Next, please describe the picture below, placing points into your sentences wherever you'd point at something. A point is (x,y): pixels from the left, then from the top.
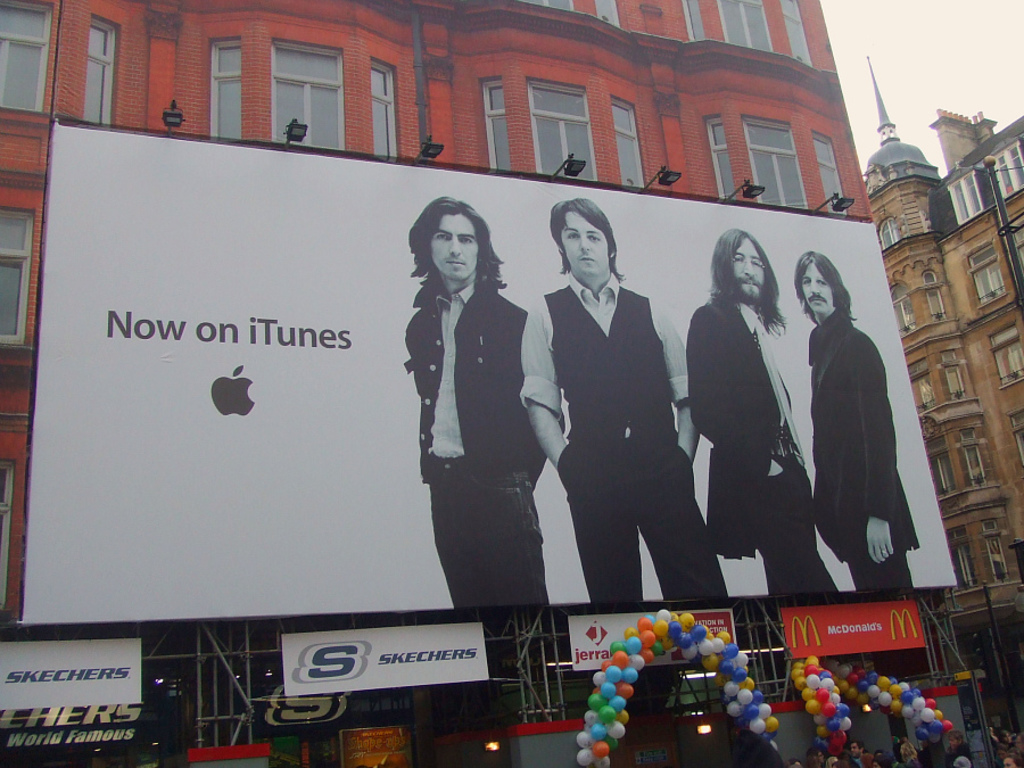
There is a building (396,94) with windows (570,111). In front of the building (584,112) there is a banner (326,294). On the banner (273,338) something is written. Also there are some persons images (624,407) on the banner (692,427). In front of the building (154,692) there are some posters (863,647) and balloons (817,699). On the right side (962,299) there is another building (968,379). In the background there is sky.
